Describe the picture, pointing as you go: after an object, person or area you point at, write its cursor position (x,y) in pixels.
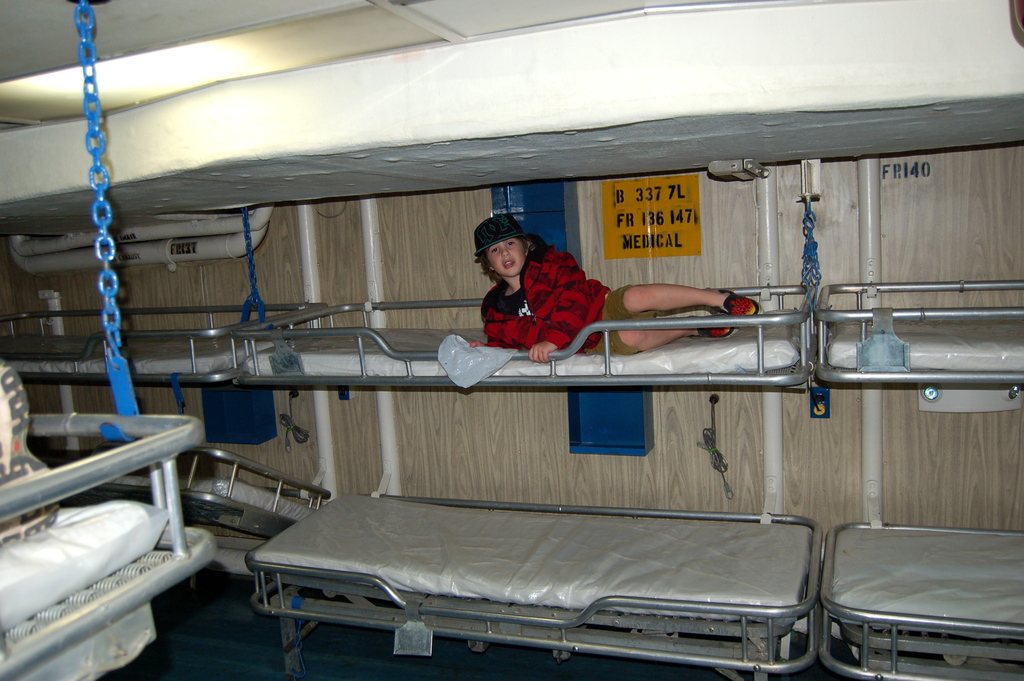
In this picture I can observe a kid (549,319) laying on the bed (369,368). I can observe a dormitory (311,417) in this picture. In the background (439,404) there is a wall (436,251).
